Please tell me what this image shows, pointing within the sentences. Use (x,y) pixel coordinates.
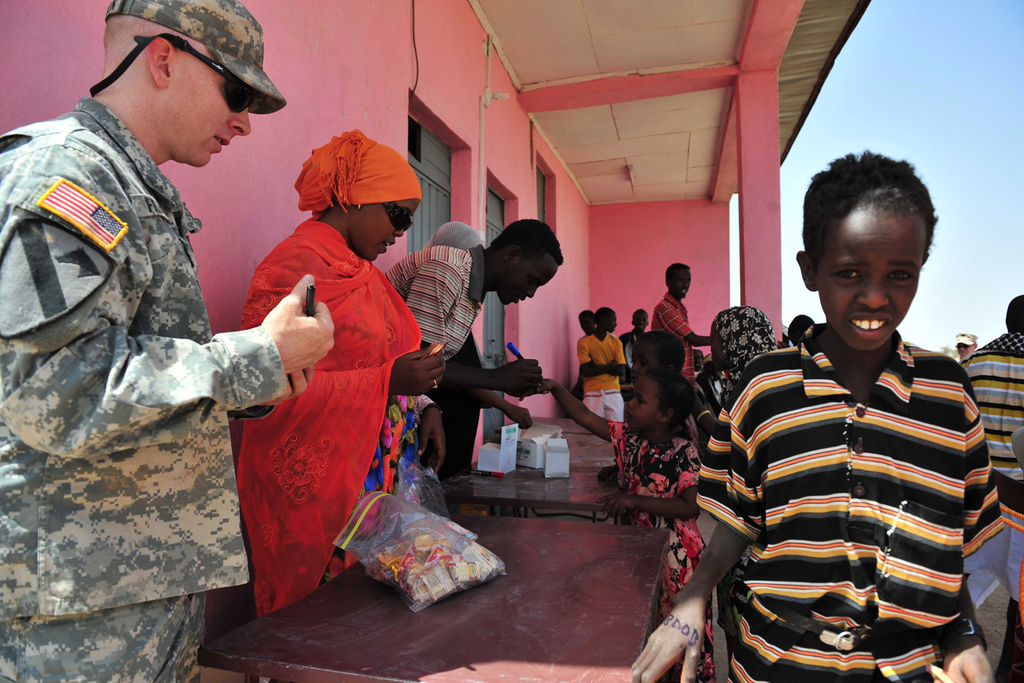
In this image I can see a person (73,349) wearing military uniform (118,357) is standing and holding a black colored object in his hand (284,310) and a boy (855,498) wearing black and yellow t shirt (825,473) is standing in front of him. I can see a table (602,586) and few objects (446,546) on the table (521,471). In the background (491,170) I can see number of people (472,371) standing, a building (585,285) which is pink in color, few windows (417,223) and the sky (883,124).
